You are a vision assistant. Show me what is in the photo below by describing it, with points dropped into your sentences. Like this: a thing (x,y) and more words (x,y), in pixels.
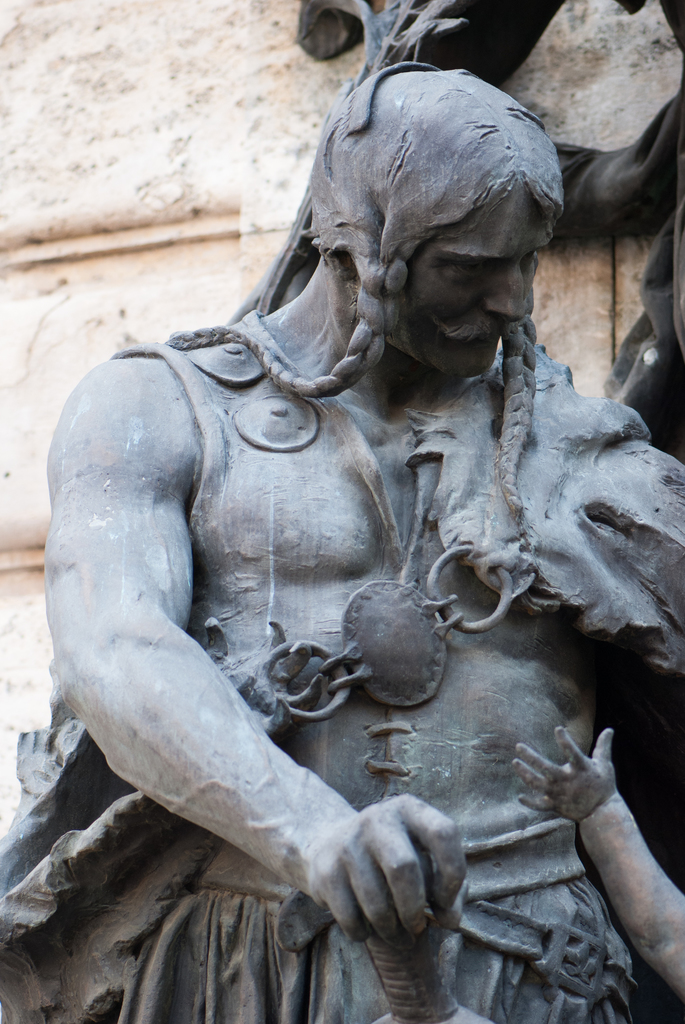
In this picture there is a statue (479,799) of a person (566,491). At the back (557,79) there is a wall (74,185).
